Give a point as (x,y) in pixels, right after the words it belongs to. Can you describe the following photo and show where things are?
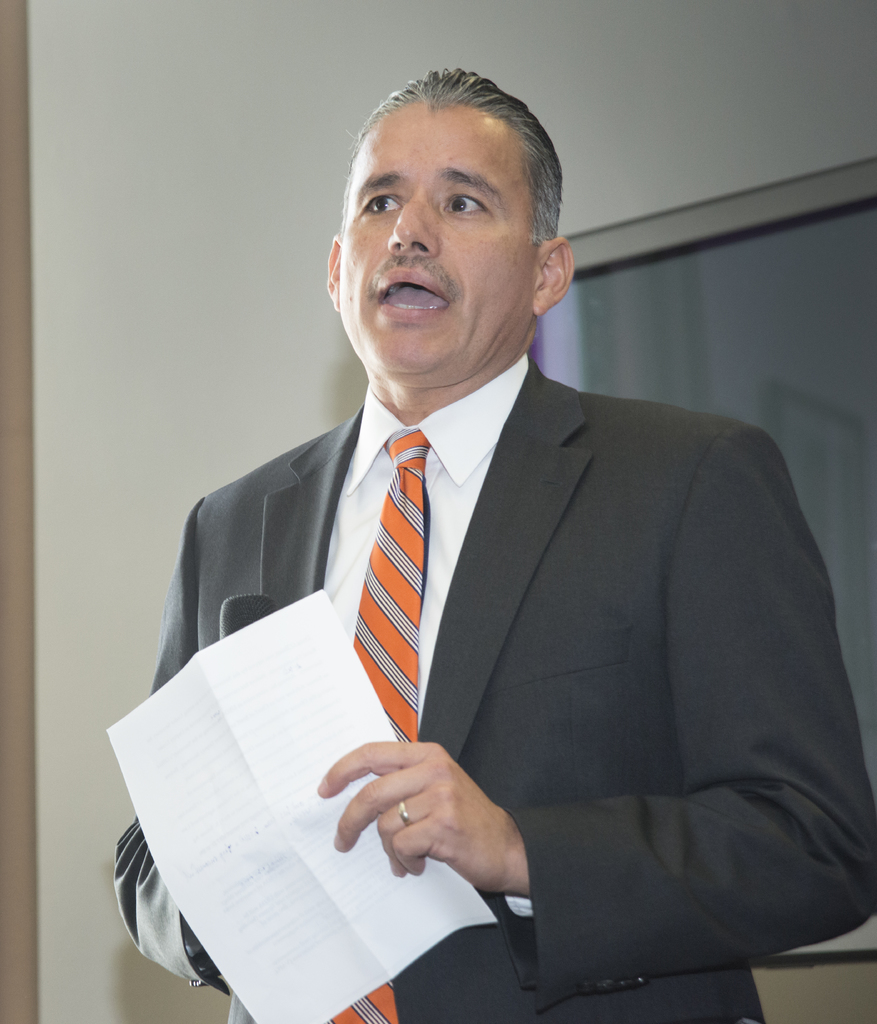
In this image we can see a person (381,576) holding paper (347,699) in his hands (394,781). In the background (318,152) we can see window (768,243) and walls (63,271).
